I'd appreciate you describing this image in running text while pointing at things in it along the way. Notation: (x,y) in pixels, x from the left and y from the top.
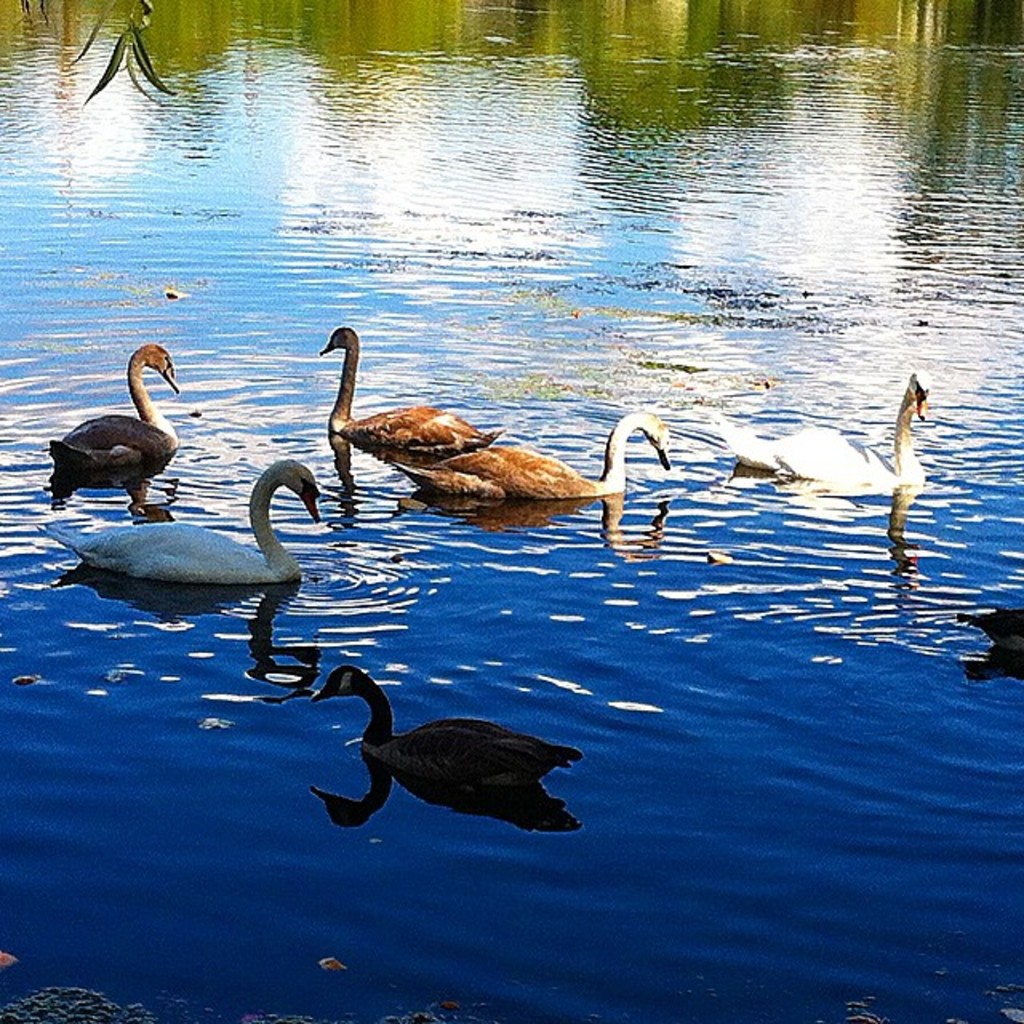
In the foreground of this image (376,416), there are swans (860,478) and a goose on the water (811,504). In the background (721,155), there is water (522,138) and on the top (147,58) there are leaves (138,45).
